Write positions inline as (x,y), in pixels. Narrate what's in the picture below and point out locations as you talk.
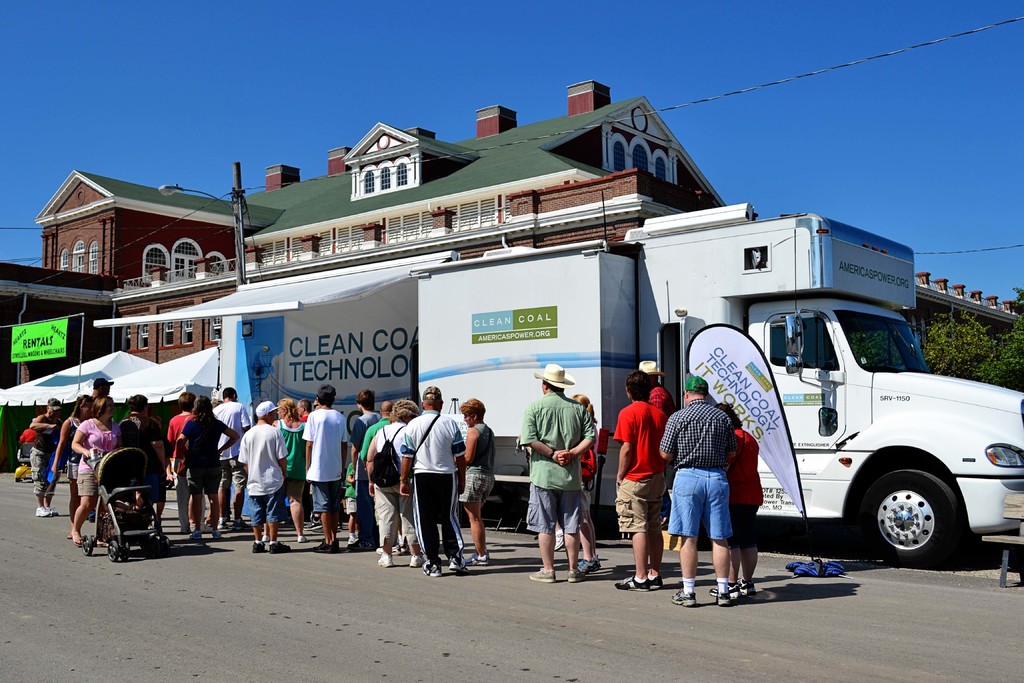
This picture is taken beside the road (647,593). On the road (676,589), there is a truck (906,467) which is in white in color. Beside the truck (465,367) there are people (258,422). Towards the left (87,452), there is a woman (81,498) holding a baby vehicle (158,545), she is wearing a pink top (110,431). In the center (424,441), there is a man (452,464) wearing a white t shirt (428,462), black trousers (422,496) and carrying a bag (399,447). At the bottom (390,586), there is a road (396,615). On the top (109,216), there is a building (456,173) with bricks (112,237), windows (151,246) and roof tiles (504,179). In the background (930,112), there is a sky (857,116).
